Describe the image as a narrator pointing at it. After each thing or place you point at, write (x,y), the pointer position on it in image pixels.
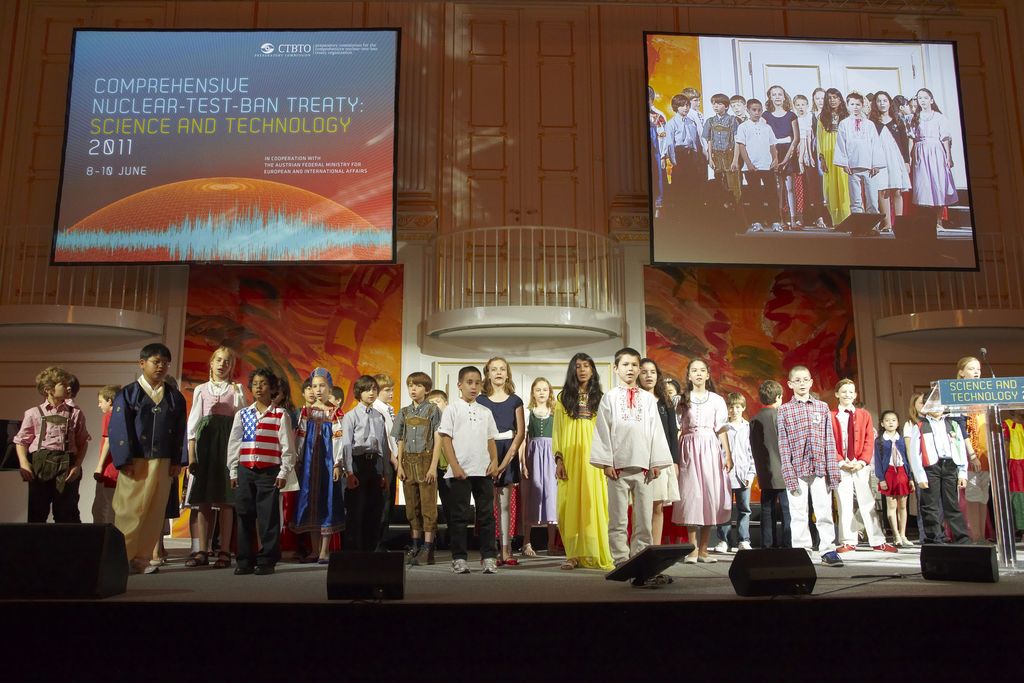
In this picture I can see the platform (624,617) in front (277,592), on which there are number of children (442,394) who are standing and I see a board (969,392) on the right side of this image (970,394), on which there is something written. In the background (14,119) I see the wall (40,102) on which there are 2 screens (282,128) and on the left side screen (165,118) I see something is written and on the right side screen (773,120) I see the picture (781,133) of the children (829,143) who are standing.
